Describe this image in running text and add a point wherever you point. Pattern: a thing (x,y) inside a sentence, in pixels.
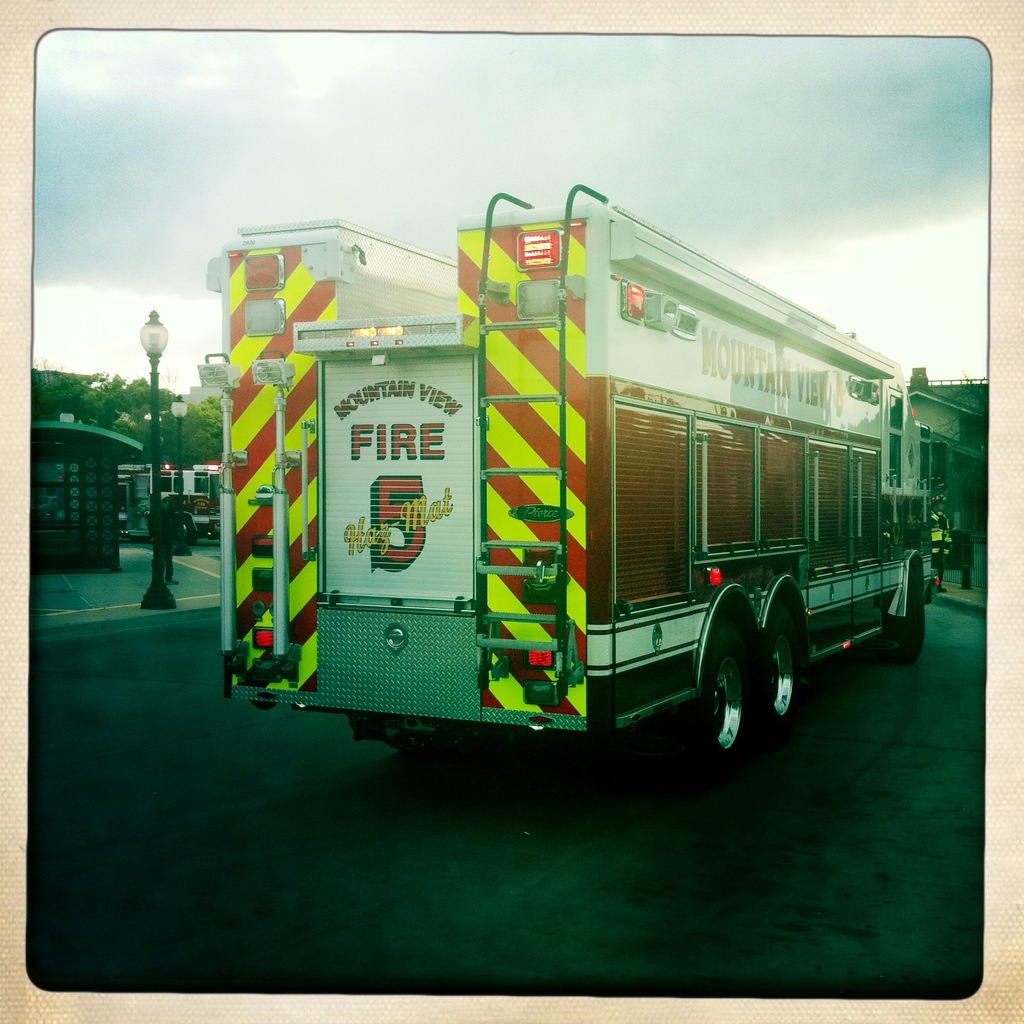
In the picture I can see vehicles (542,643) on the road (415,779). In the background (155,449) I can see trees (138,458), buildings (101,449), street lights (178,513), the sky (176,131) and some other objects (109,556) on the ground (77,701).
